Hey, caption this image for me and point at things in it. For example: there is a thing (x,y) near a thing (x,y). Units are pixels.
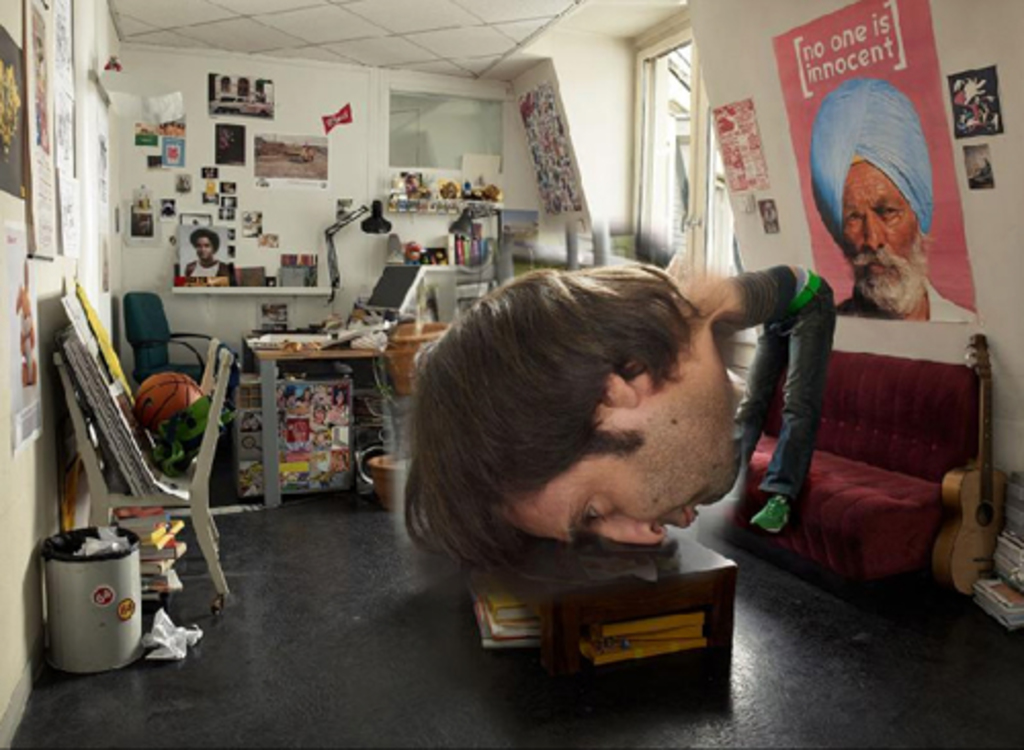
In the picture I can see the head (720,451) of a man (724,473) on the wooden table (666,599) which is on the floor (759,617) and the other part (788,345) of his body (828,340) is on the sofa (833,361). I can see a photo frame (873,111) on the wall (788,190) on the top right side (930,238). I can see a guitar (985,452) on the floor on the right side (981,522). I can see the chairs (216,421) on the floor (234,522). There is a dustbin (139,595) on the floor (145,618) on the bottom left side (121,583). I can see the glass windows (664,102). There are posters (49,180) on the wall (130,168). I can see the pots (390,362) on the floor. It is looking like an electronic device (392,280) on the table (310,353) and I can see two table lamps (459,222).
